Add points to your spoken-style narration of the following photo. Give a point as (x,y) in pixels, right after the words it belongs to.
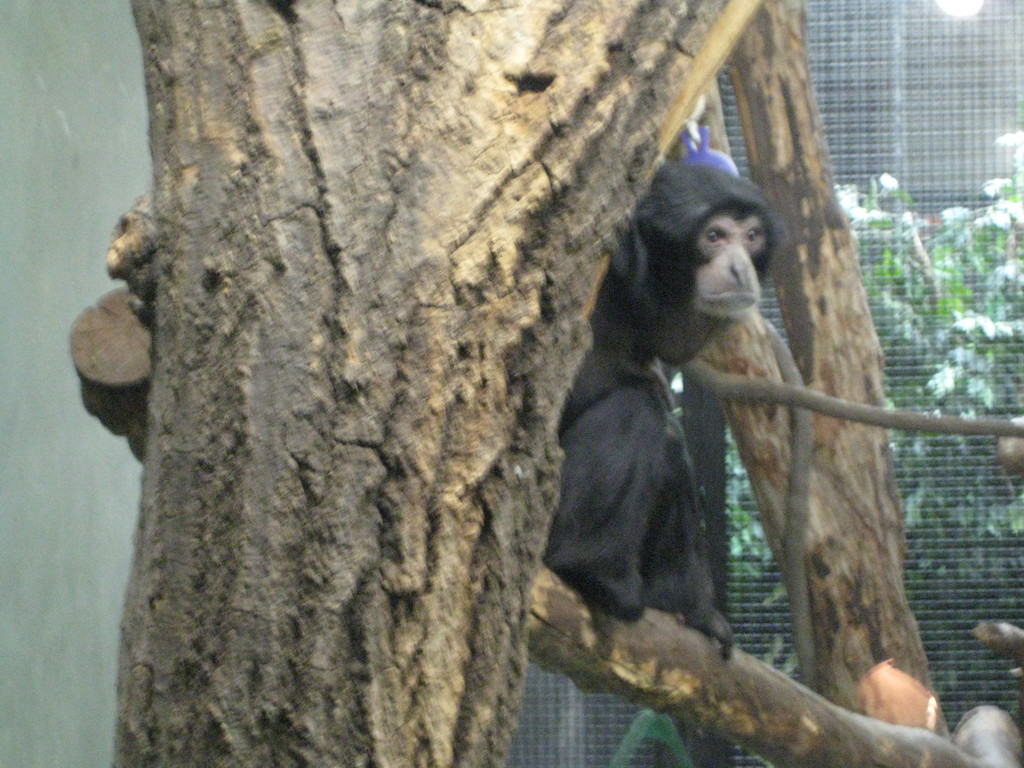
We can see animal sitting on a branch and tree trunks (635,167). We can see wall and mesh (890,14), behind this mesh (945,330) we can see plants (959,566). We can see light (969,8).
